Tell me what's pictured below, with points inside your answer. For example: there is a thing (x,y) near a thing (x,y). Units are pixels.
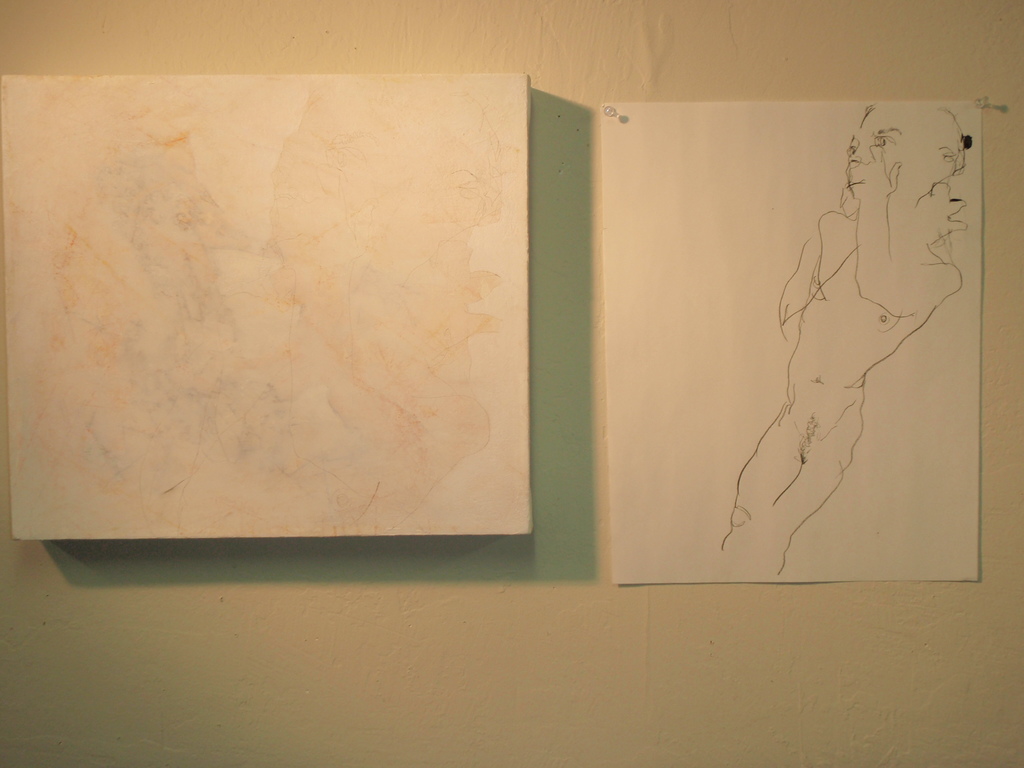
As we can see in the image there is a wall (574,586) and paper (762,246). On paper (802,326) there is a drawing (826,296).
